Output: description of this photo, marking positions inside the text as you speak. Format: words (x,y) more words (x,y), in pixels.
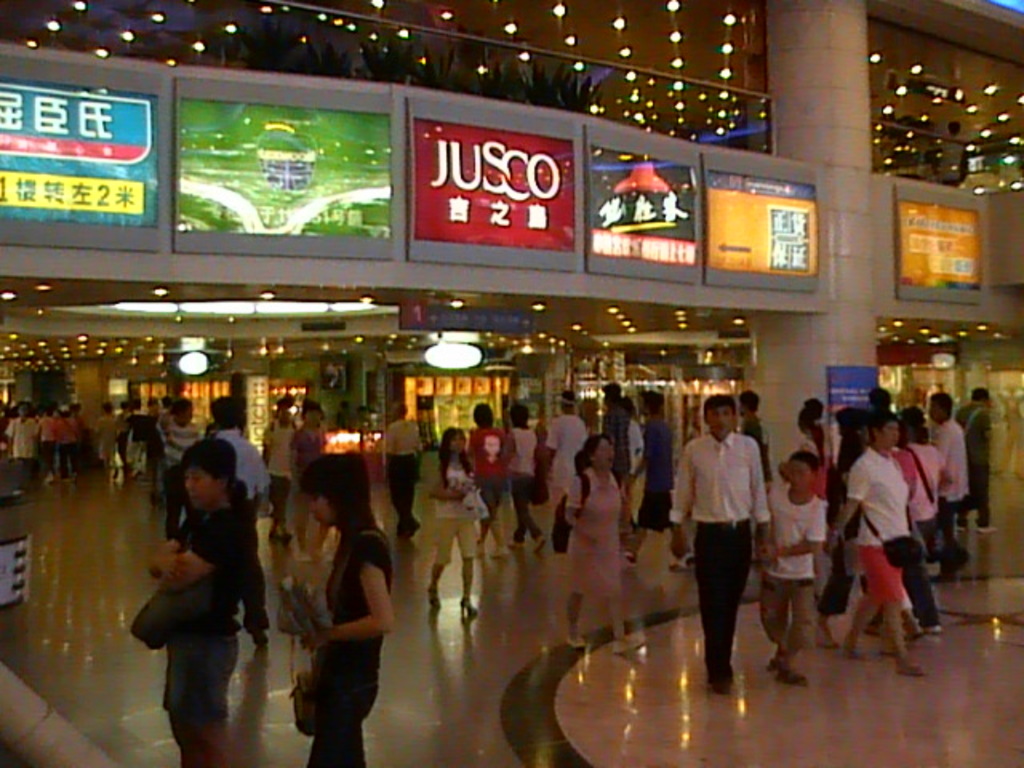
In this picture we can see some people (791,544) walking here, we can see hoardings (900,290) here, in the background (220,303) there are some lights (214,306), at the bottom (463,700) there is floor (461,687).
